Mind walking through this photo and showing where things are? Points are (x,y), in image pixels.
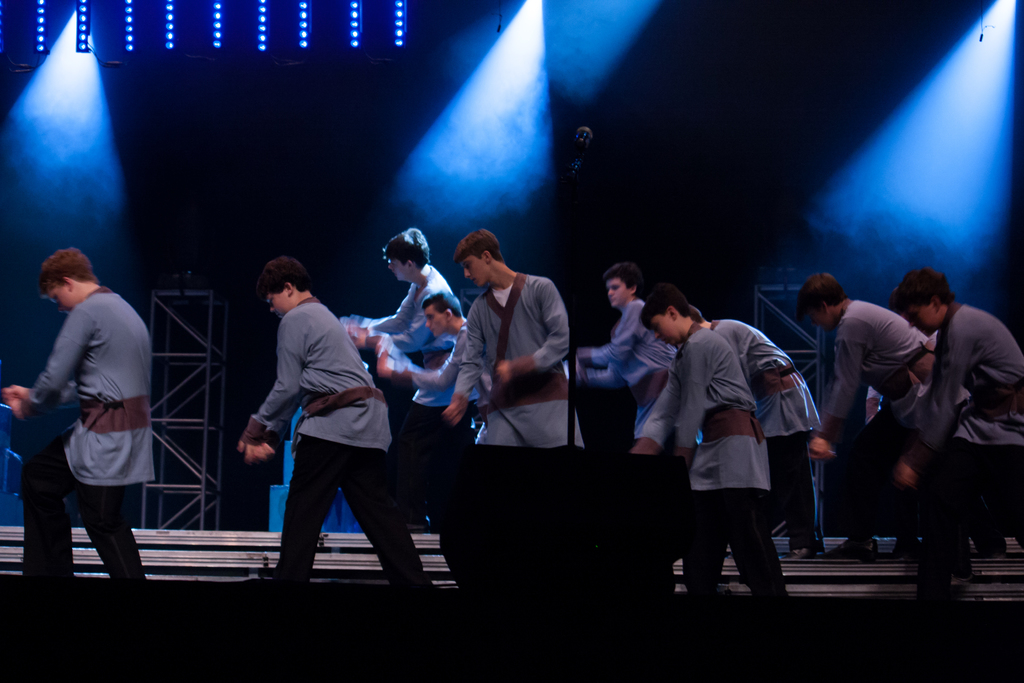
In this image there are many people (487,359) wearing grey shirt (128,337) are performing on the stage (425,531). In the background (203,366) there are lights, pillars (170,313).
